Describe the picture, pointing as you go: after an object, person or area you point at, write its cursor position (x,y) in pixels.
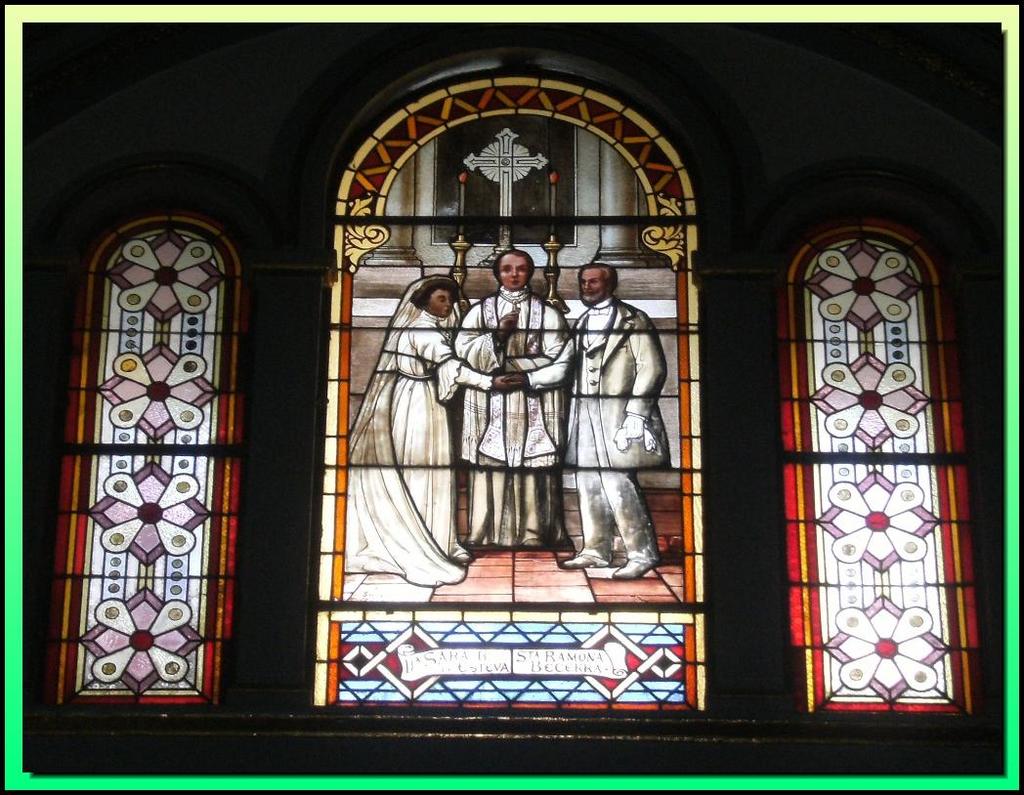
In the center of the image (348,370) we can see stained glass windows (663,369).
